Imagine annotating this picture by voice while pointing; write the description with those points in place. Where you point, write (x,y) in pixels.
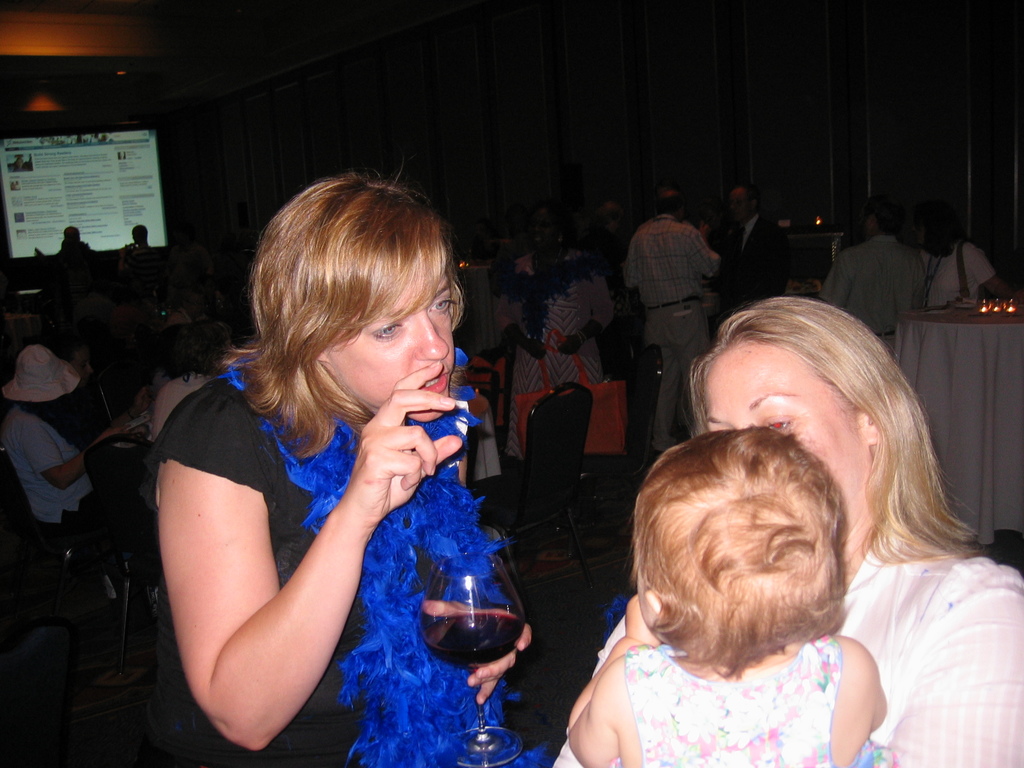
On the right side of the image (806,632) we can see a lady (892,690) holding a baby (796,644) in her hand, beside her we can see another lady (352,580) talking and holding a wine glass (471,638) in her hand (497,667). In the background (46,435) we can see chairs (647,425), people (555,252) and tables (927,416). On the left (128,204) there is a screen (51,249).
